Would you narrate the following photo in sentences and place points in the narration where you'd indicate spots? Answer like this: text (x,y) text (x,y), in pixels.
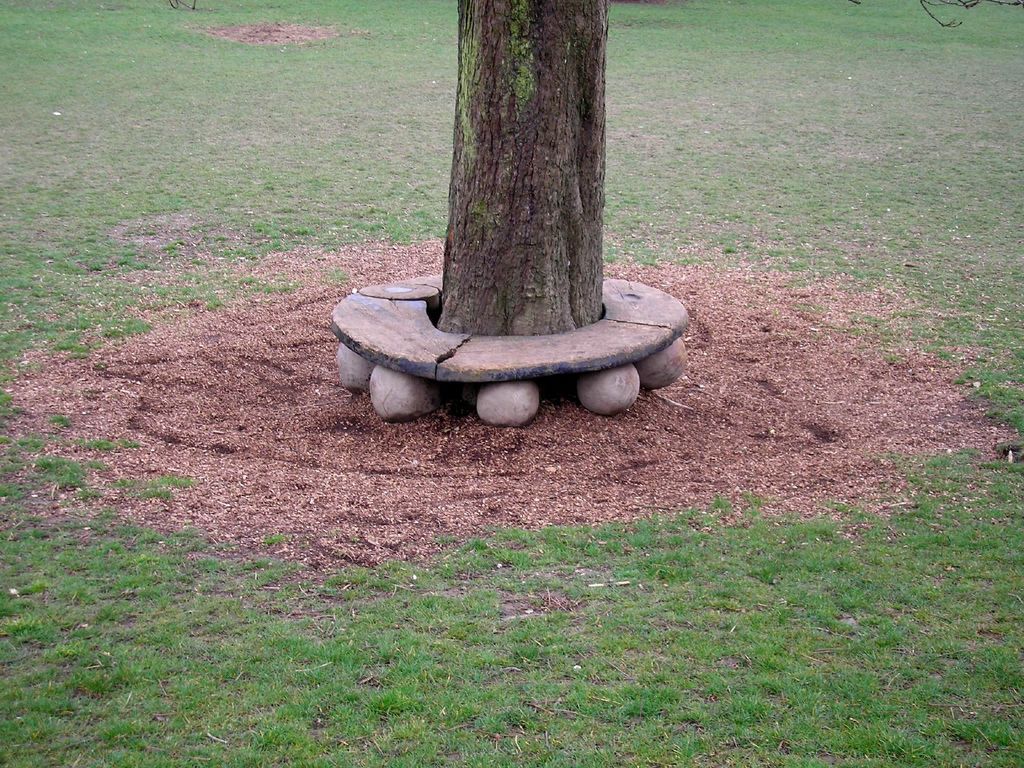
In this image I can see an open grass ground (72,79) and in the centre (537,294) I can see few stones (551,363) and a tree trunk (539,298).
